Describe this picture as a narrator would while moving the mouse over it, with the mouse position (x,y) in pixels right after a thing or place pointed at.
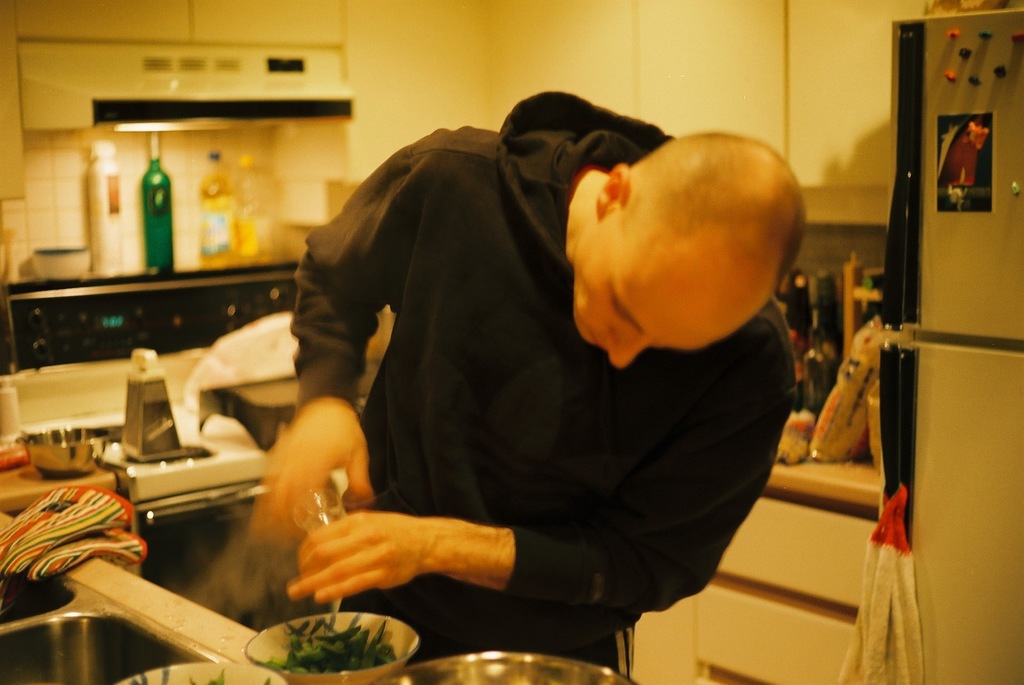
In this image we can see a person (542,428) holding an object (315,522), there is a bowl (378,626) with food item (330,657) and there are few objects (60,519) on the countertop (864,489), a fridge (961,256), few cupboards (621,47) and bottles (217,213).
